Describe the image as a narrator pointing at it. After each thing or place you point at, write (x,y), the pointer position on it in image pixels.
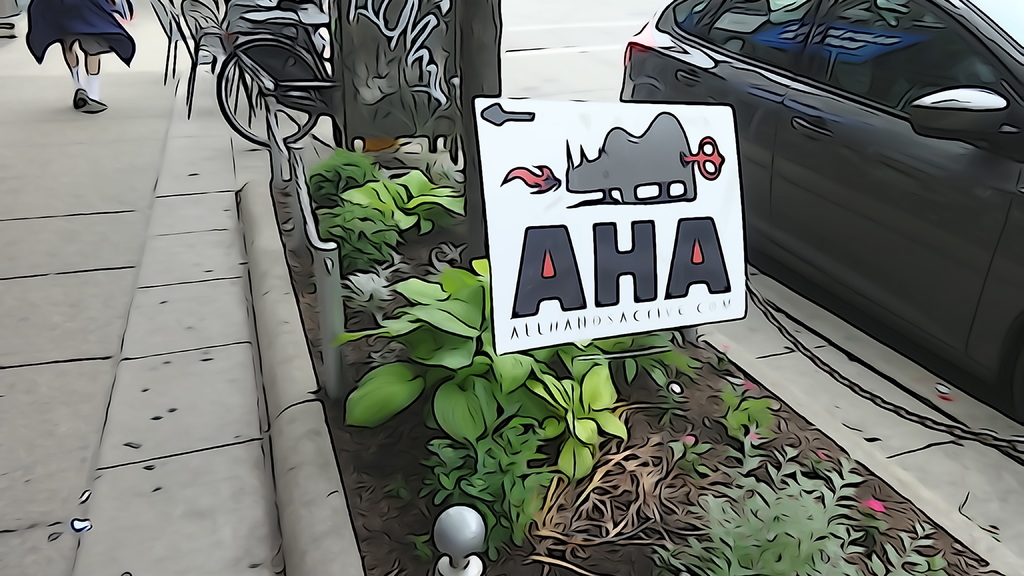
This is an edited image. We can see plants (424,377) and a board (620,254) on the ground (557,508). On the left side (80,89) we can see a person legs (82,74) and a bicycle (225,68) and there is a car (863,111) on the road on the right side (846,126).
